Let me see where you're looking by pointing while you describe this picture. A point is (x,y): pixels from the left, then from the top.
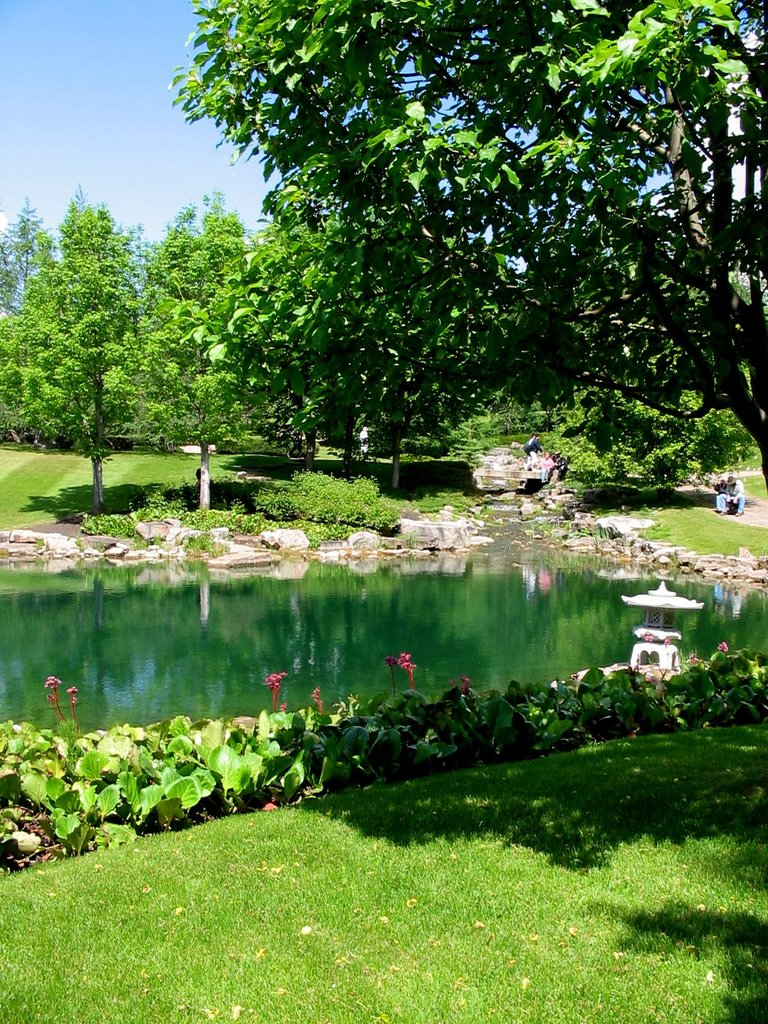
In this picture I can see water (432,657), there are plants (401,759), flowers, grass (682,886), there are few people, there are trees (340,197), and in the background (144,111) there is sky (166,128).
